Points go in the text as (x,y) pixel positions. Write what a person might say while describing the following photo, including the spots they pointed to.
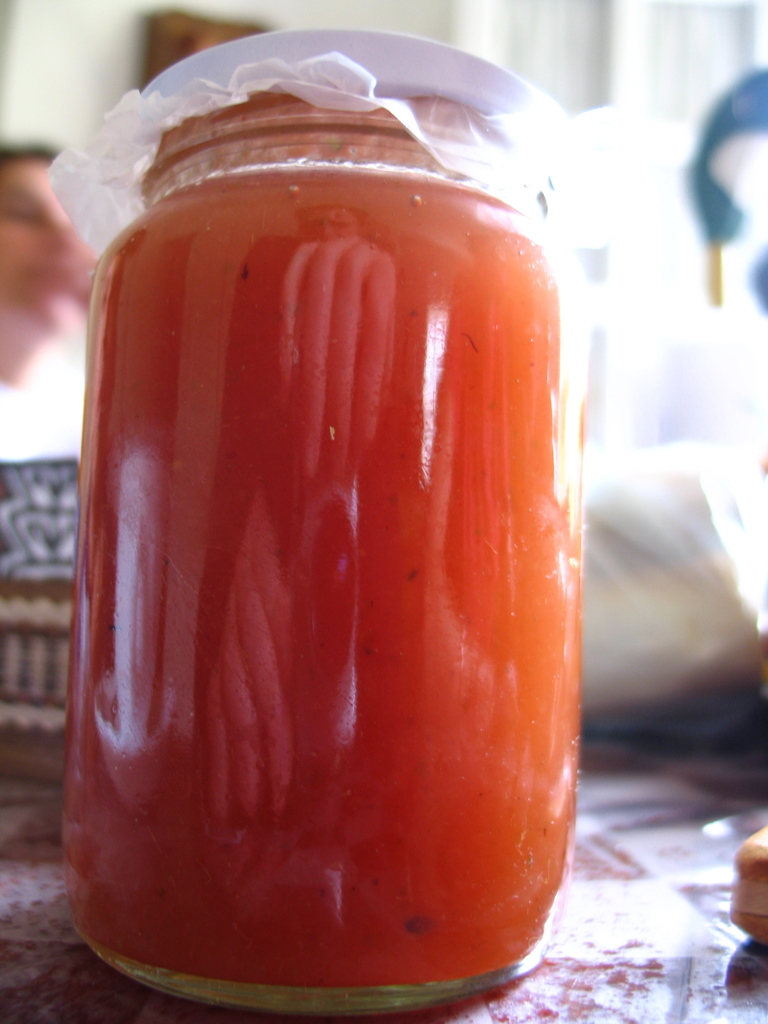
In this image, we can see a jar (373,676) with food (312,487) covered with cloth (203,94). Background (756,653) we can see a blur view. At the bottom (666,947), we can see surface (154,1017). Here we can see few objects (26,576) and person (37,305).
